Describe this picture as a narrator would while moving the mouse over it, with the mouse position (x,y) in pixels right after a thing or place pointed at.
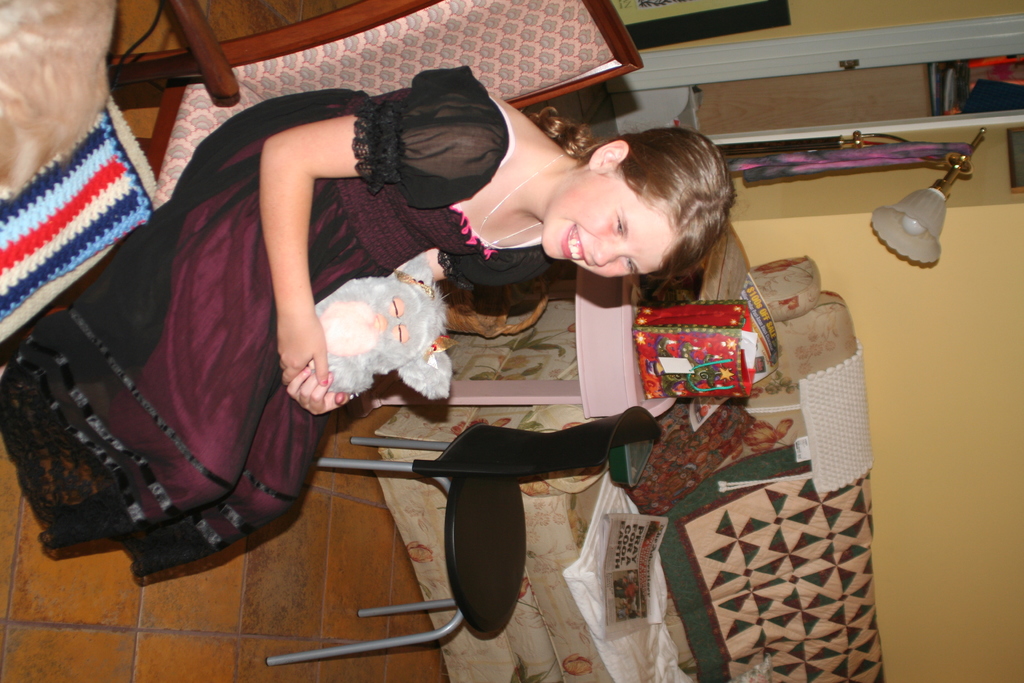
In this image a child (493,242) is sitting on a chair (381,33), beside the chair (352,51) there is a chair (532,440) and a sofa set (748,453), behind the sofa set (788,330) there is a wall (848,196) and a table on that table (629,337) there is bag (690,328) and there is a wall lamp (844,163) and there is a door (771,131) to the wall (807,248).
